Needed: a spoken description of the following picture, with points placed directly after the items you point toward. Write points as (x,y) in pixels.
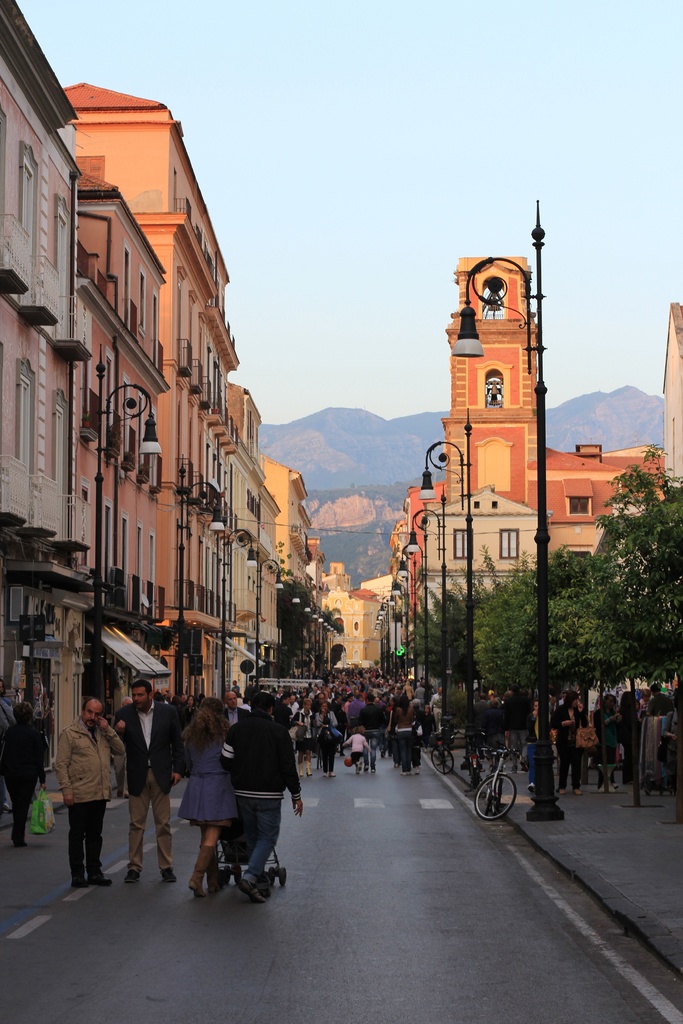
This picture shows few buildings (133,552) and we see trees (580,604) and few pole lights (422,497) and a bicycle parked on the road (475,815) and we see few people (164,748) standing and we see a man (259,864) and woman (200,757) walking and we see a baby trolley (283,877) in front of them and a blue clear sky (433,181).
